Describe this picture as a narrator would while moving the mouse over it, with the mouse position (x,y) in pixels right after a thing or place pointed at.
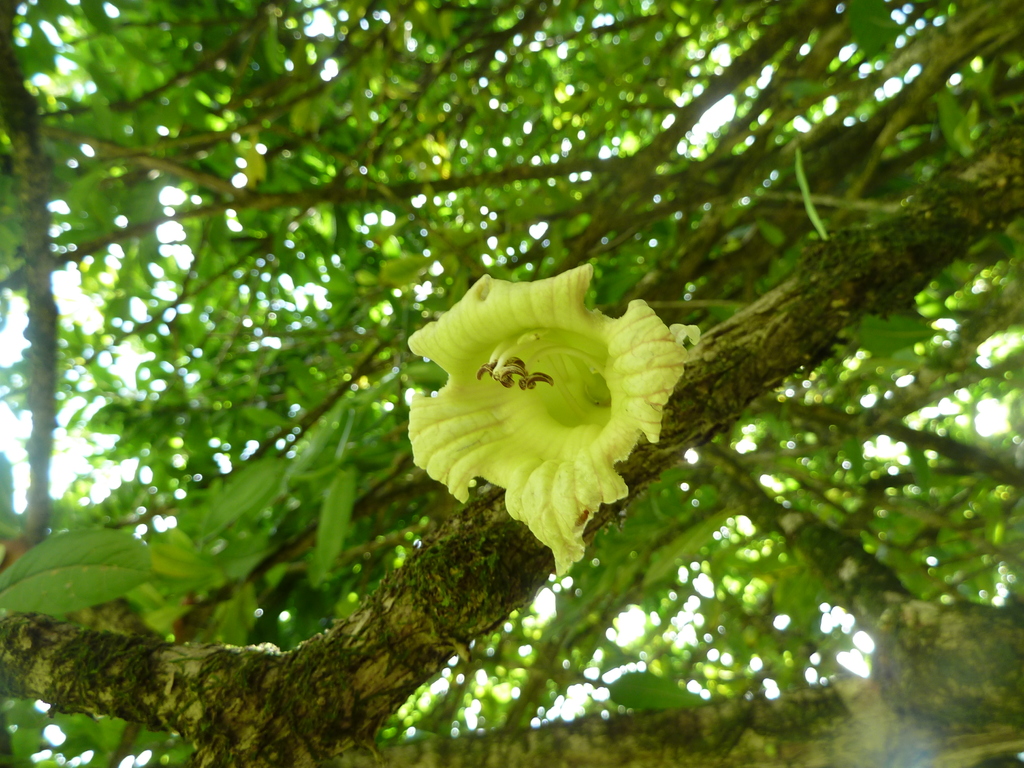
In the image there is a flower (563,400) on the branch (684,395) of a tree (482,539) and behind that flower (637,343) there are many leaves (312,227) to the branches (727,385) of the trees (146,422).
